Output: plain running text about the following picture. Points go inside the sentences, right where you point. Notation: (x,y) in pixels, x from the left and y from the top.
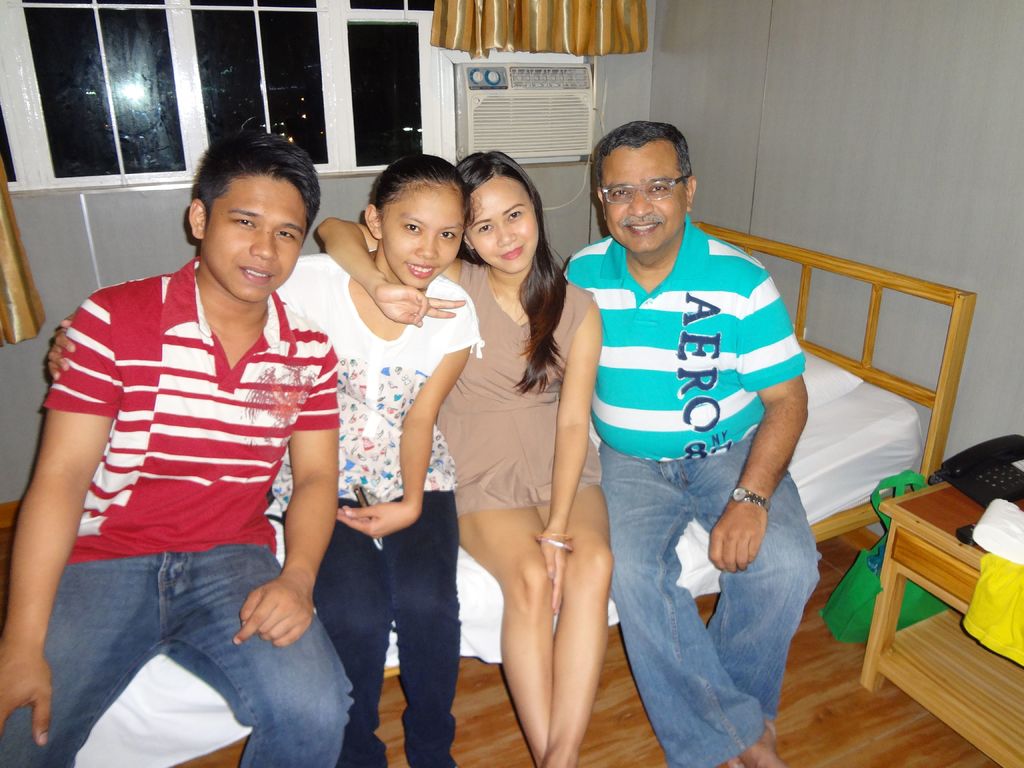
In this picture I can see four people (493,325), back of them there is a window (342,45) and right next to it there is a air conditioner (512,118), in the right bottom corner (933,551) there is a wooden desk (944,587) and telephone (1020,454) top of it.
